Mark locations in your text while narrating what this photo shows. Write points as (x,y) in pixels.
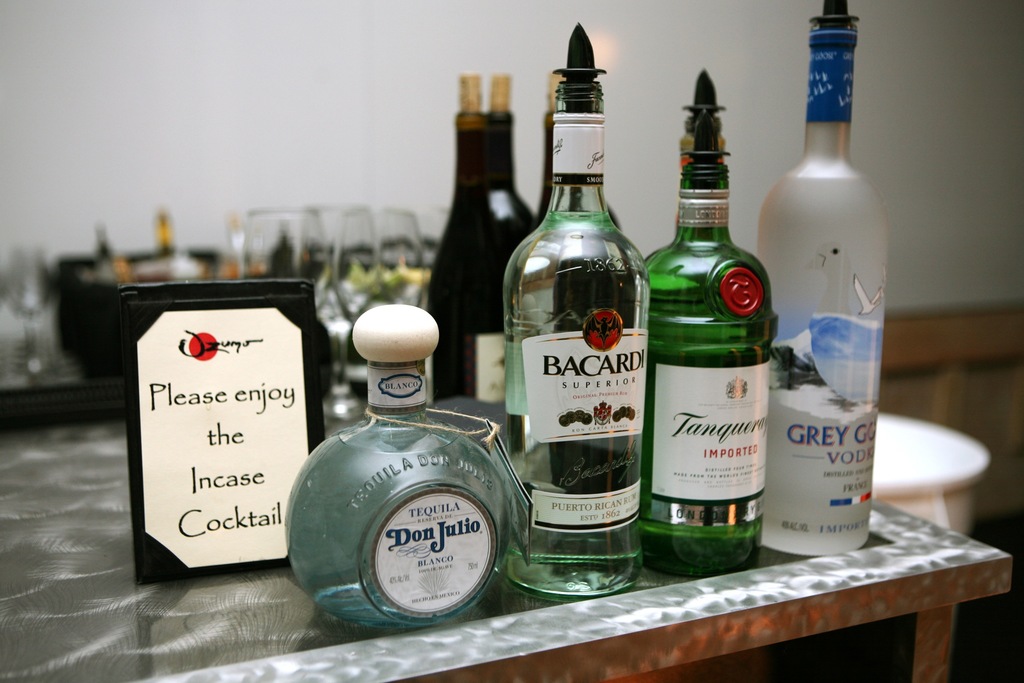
In the background of the picture (255,84) we can see a wall (184,139). Here we can see different bottles (548,430) and a board (292,414) on the table (639,617). Behind to the bottles (531,427) we can see glasses (303,245).
